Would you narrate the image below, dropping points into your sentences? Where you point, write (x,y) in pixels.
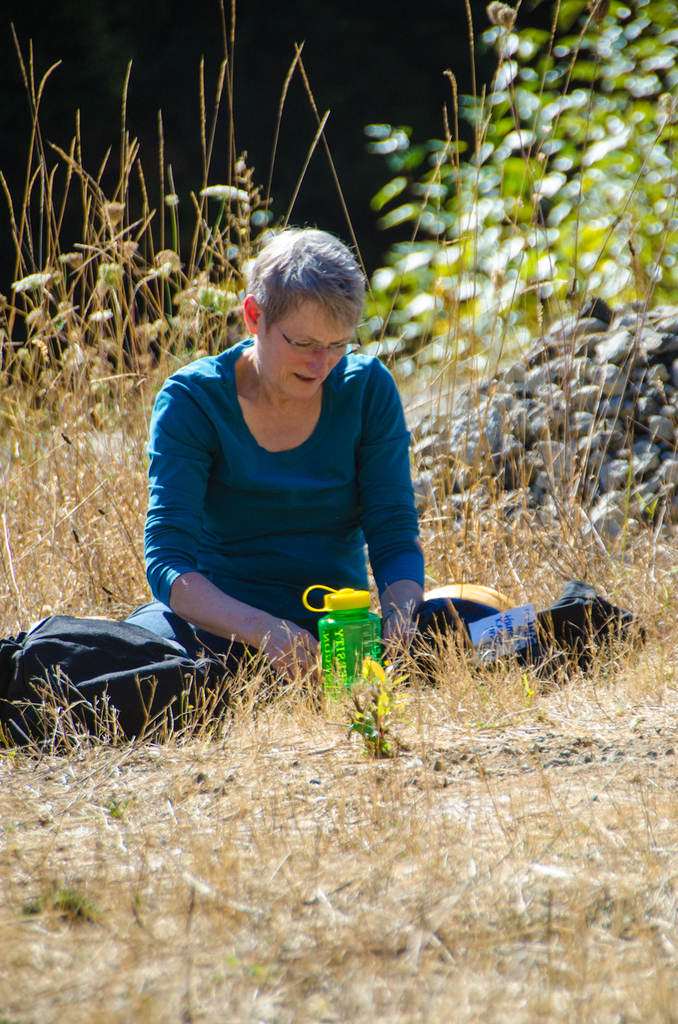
This woman (192,595) wore blue t-shirt (253,523), spectacles (332,346) and sitting on ground (306,722). On this ground (366,786) there is a bottle (367,646) and bag (71,663). At background (135,299) we can able to see plants (597,289) and stones (475,435).
